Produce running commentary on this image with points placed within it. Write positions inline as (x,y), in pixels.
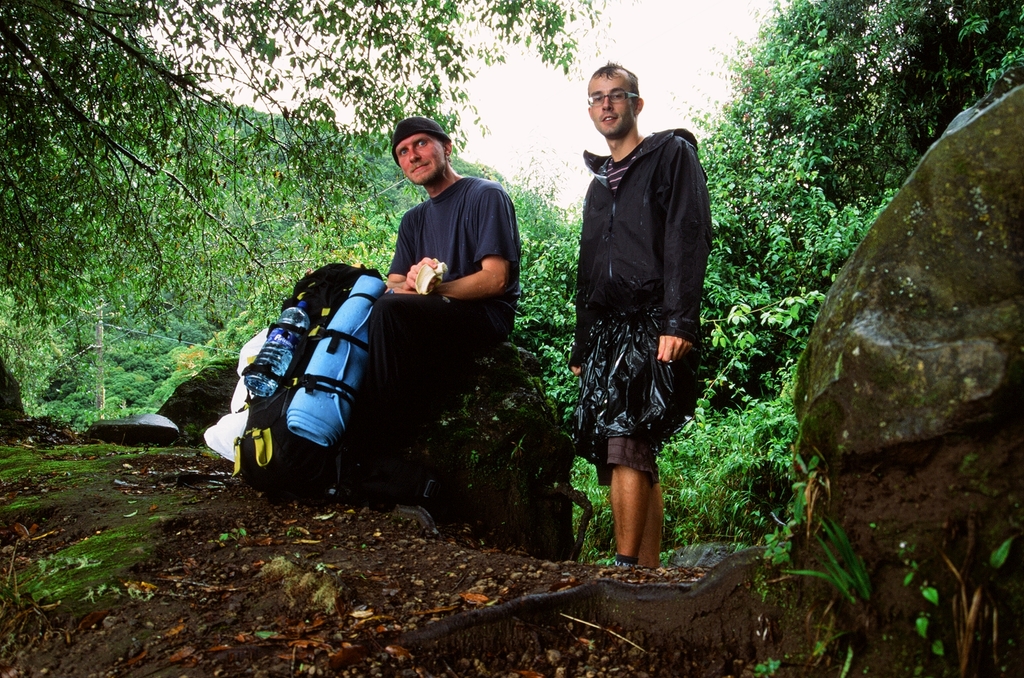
In this image there are two men (470,297), one man (480,297) is sitting on a rock (469,441) holding a small object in his hand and another one (598,285) is standing, in the background (811,175) there are trees (759,192).
